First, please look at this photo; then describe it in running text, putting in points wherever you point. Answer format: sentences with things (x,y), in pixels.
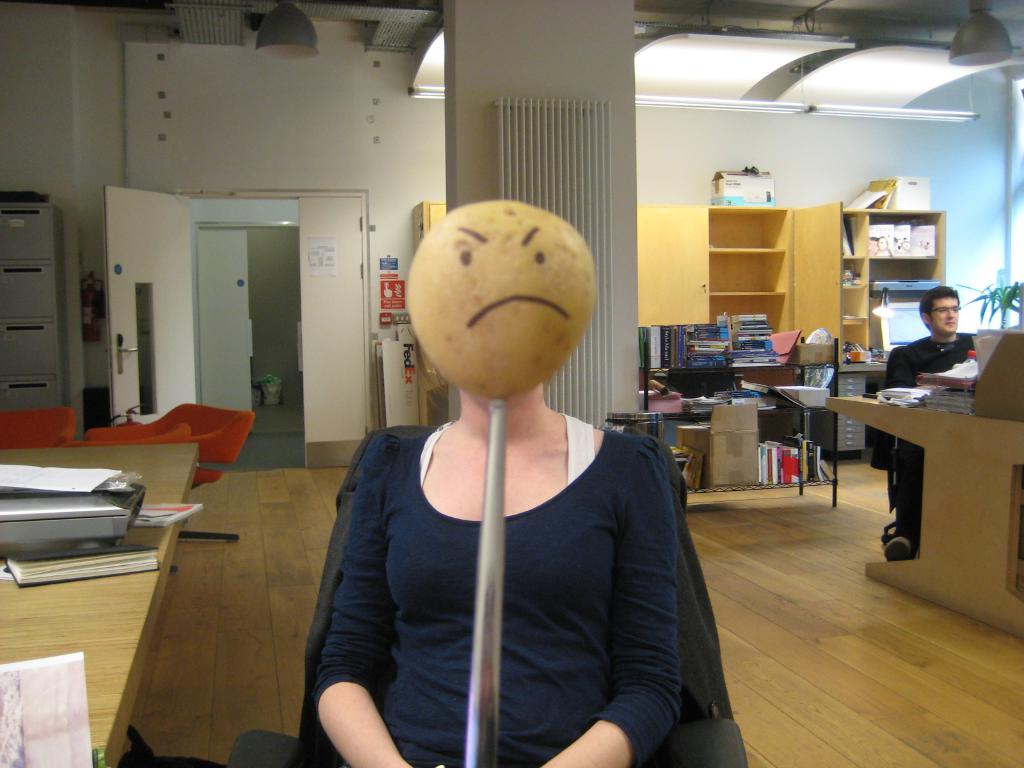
In this image I can see two persons (592,480) are sitting on chairs (303,750) and I can see they are wearing navy blue and black colour dress (563,525). In the front (491,469) I can see a pole (476,763) and on it I can see a cream colour thing (410,307). On the left side of this image (117,726) I can see a table (162,465), three orange colour chairs (200,437), few doors (168,369) and on this table (42,629) I can see few books (144,551) and few other stuffs (92,502). On the right side of this image (766,343) I can see number of books (766,343), a plant (1015,292), a table (842,399) and few boxes (751,199). On the top of this image (969,12) I can see two lights (303,18).
